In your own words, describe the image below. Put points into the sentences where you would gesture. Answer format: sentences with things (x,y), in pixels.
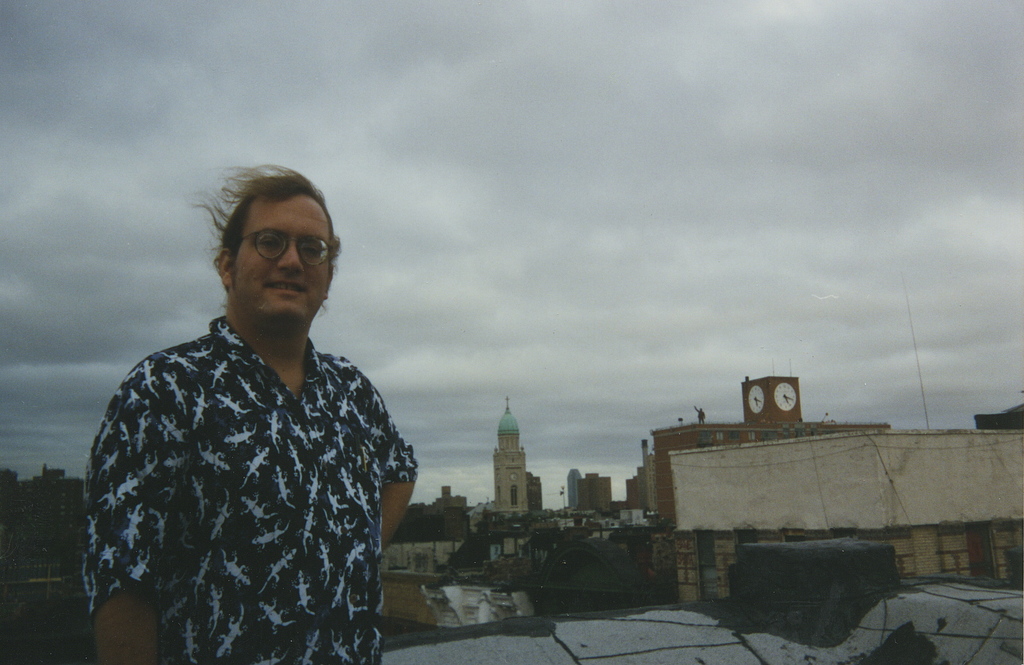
In this image I can see a person (273,462) wearing a black color shirt (378,486) and his smiling and in the background (852,471) I can see building (576,497) and towers (506,434) and at the top (606,162) I can see the sky (844,153) and I can see the clock (762,394) visible in the middle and person (268,284) wearing spectacle (324,250) and the sky (316,160) is cloudy.
